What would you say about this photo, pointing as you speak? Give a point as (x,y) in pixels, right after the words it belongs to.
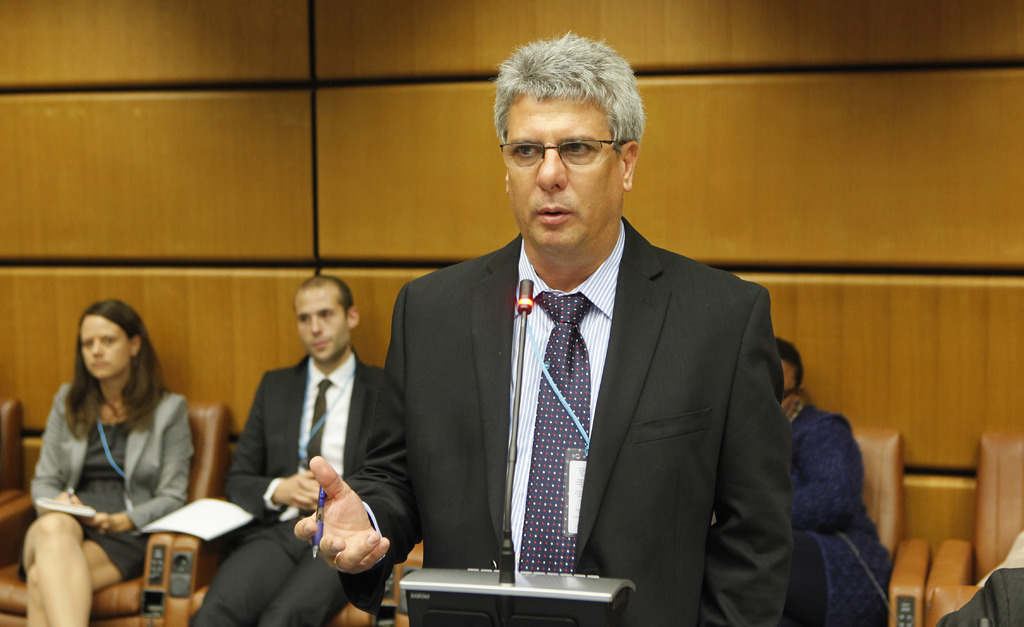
In the picture we can see a man (733,573) standing and talking in the microphone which is on the stand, he is wearing a black color blazer (746,570) with tie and shirt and in the background (891,570) we can see some people (822,595) are sitting on the chairs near the wall (723,166).
